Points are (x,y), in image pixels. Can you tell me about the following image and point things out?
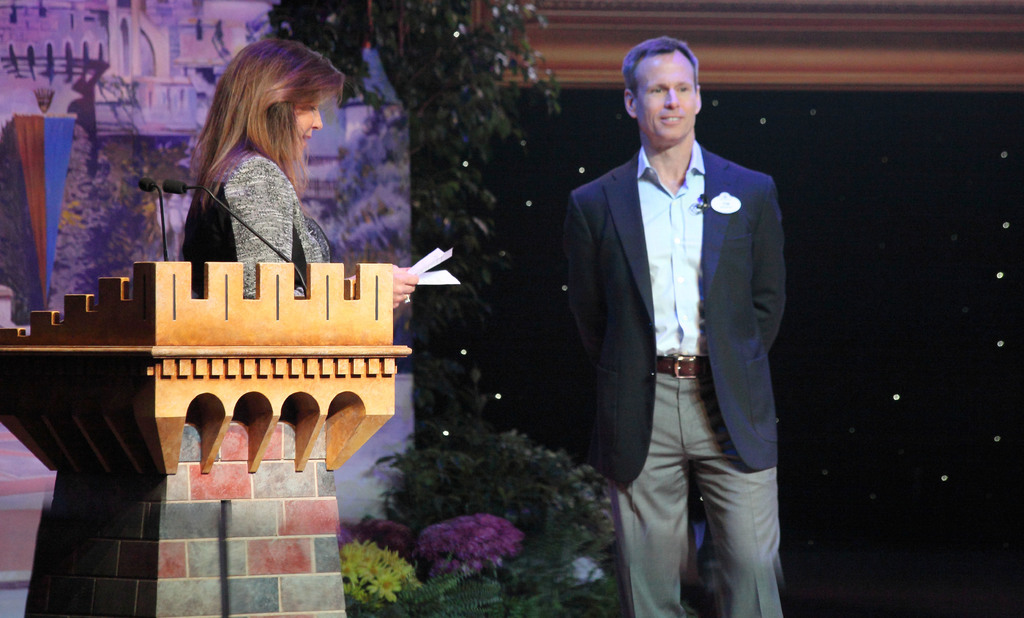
In this image we can see a woman (311,234) standing near a speaker stand (306,392) holding some papers (444,254). We can also see a person (623,297) standing beside her. On the backside (544,225) we can see some plants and the wall (530,179).
